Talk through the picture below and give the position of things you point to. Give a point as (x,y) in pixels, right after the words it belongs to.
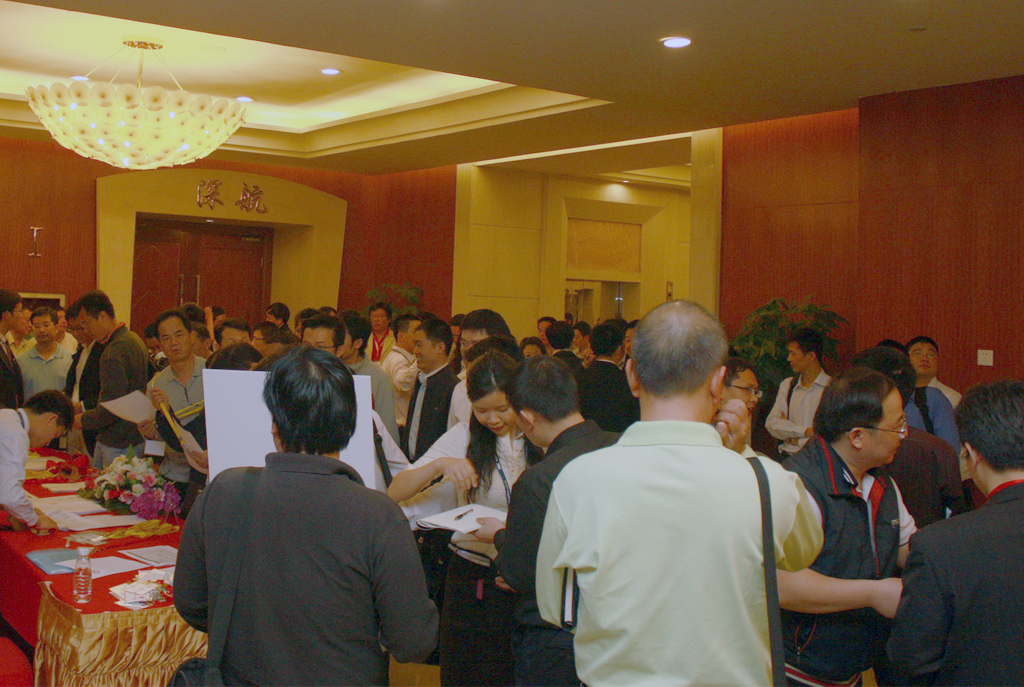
In this image on the right (692,458) there is a man (702,535), he wears a shirt (705,557) and bag (767,567). On the left (299,500) there is a man (292,509), he wears a t shirt (312,535) and bag (212,663). In the middle (575,398) there are many people (484,362). On the left (110,592) there is a table (105,645) on that there are papers (118,559), a bottle (89,589) and flowers (124,514). In the background (217,258) there are lights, doors (232,251) and wall (370,258).
